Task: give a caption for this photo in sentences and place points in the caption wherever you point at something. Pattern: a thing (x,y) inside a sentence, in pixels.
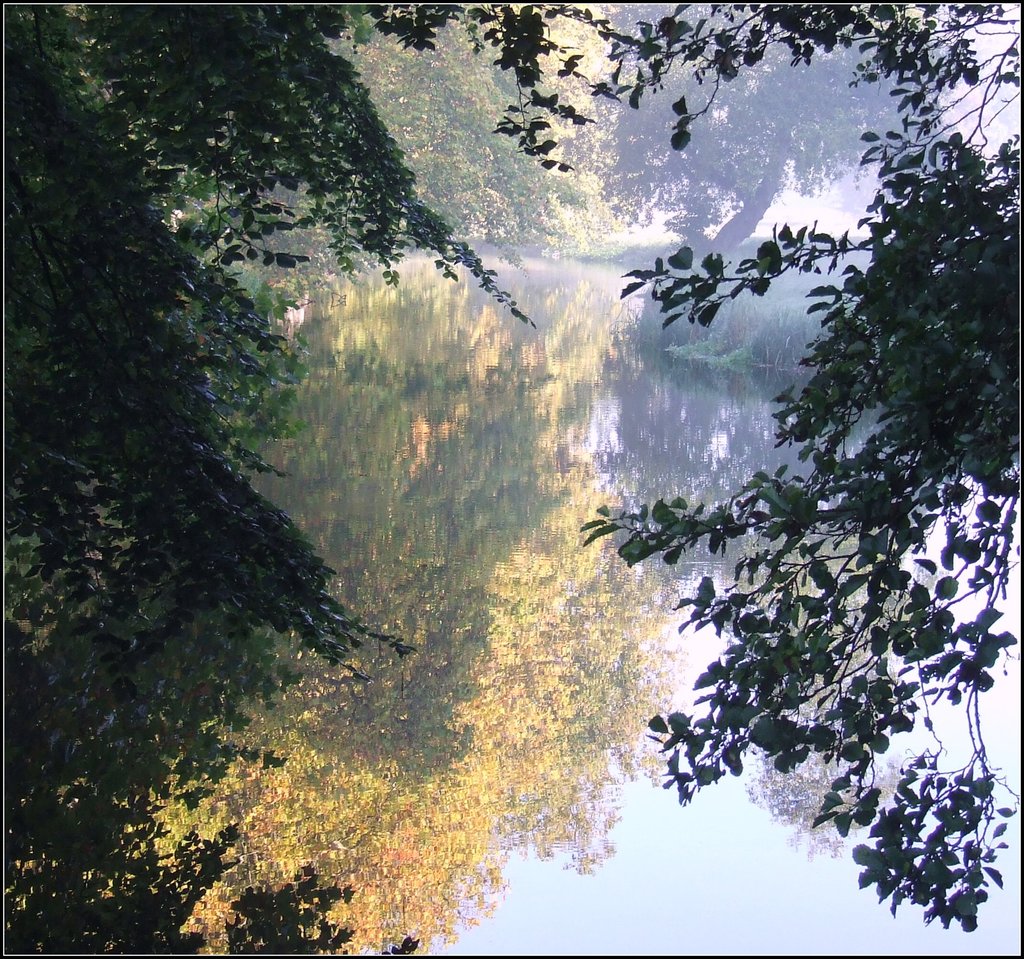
In this image we can see trees (246,515) on the left (248,659) and right side (851,351) and in the middle (421,555) we can see water (594,645), trees (530,181) and grass (718,342). On the water (461,679) we can see the reflections (530,679) of trees (542,685) and the sky (822,947).
